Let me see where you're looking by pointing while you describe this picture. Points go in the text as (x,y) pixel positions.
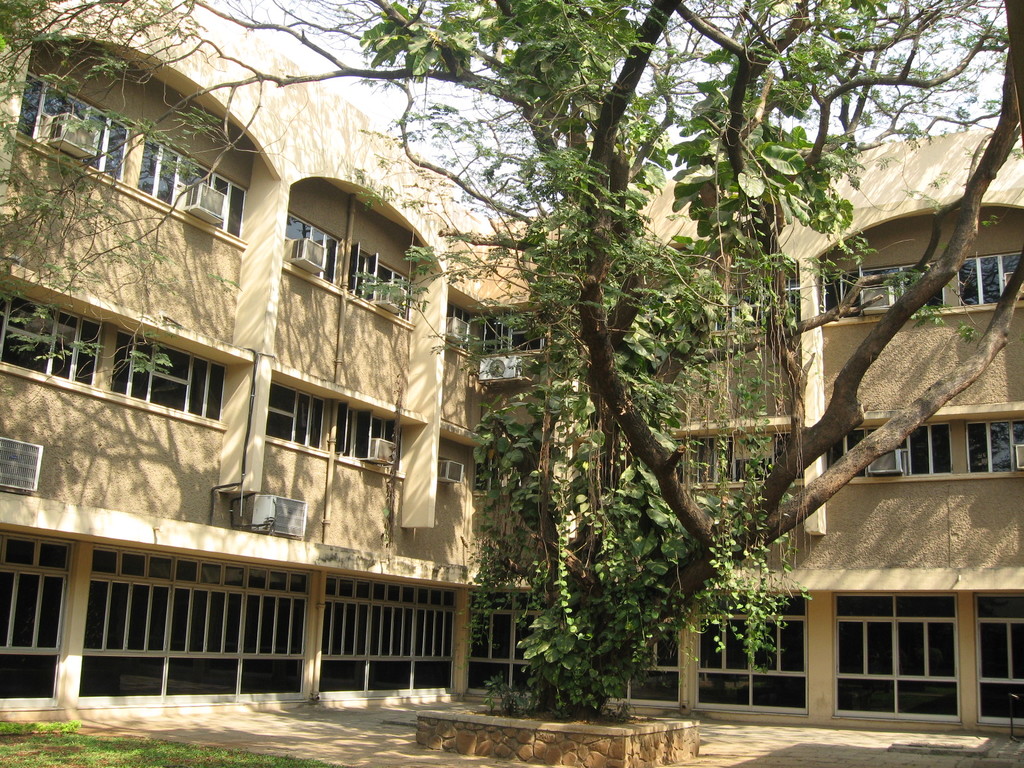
In the center of the image (649,413) we can see a tree (935,399) and climbing plants (691,250). In the background of the image (394,565) we can see a building (484,334), windows (484,334), air conditioners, glass doors (394,672). At the bottom of the image (309,747) we can see the floor (244,736) and grass (247,767). At the top of the image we can see the sky (314,32).
